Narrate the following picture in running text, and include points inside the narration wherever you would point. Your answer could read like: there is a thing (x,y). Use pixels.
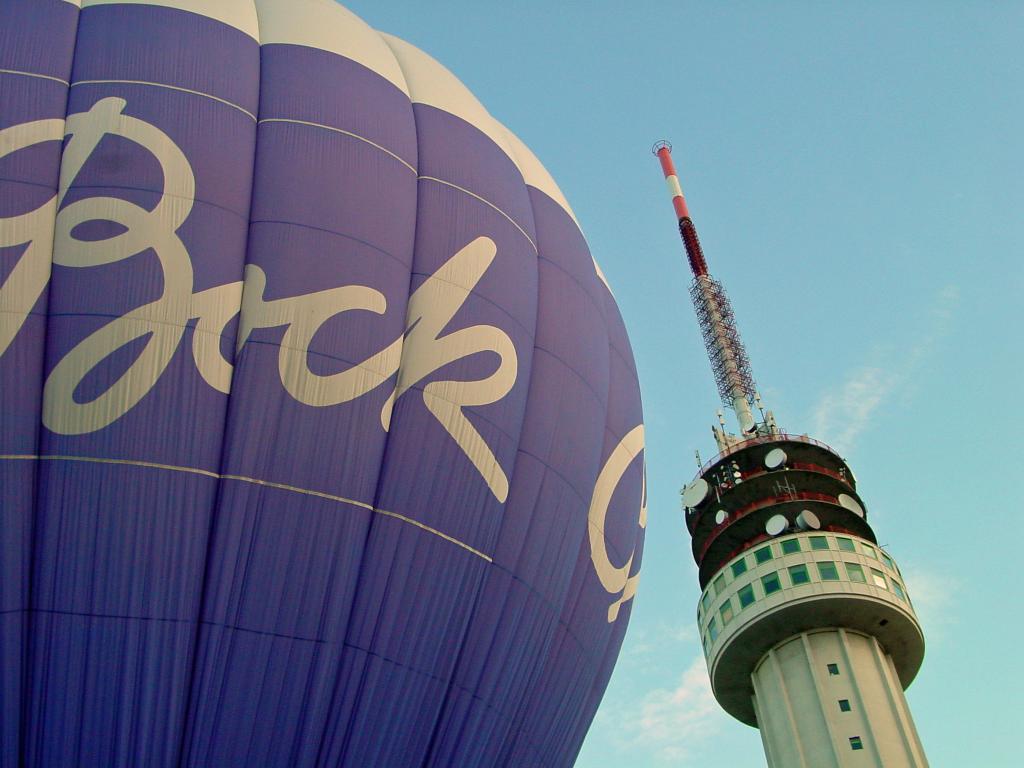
In this picture I can see a tower (716,430) and a hot air balloon (291,201) on the left side (160,619). It is white and blue in color and i can see text (258,323) on it and a blue cloudy sky (849,330).
